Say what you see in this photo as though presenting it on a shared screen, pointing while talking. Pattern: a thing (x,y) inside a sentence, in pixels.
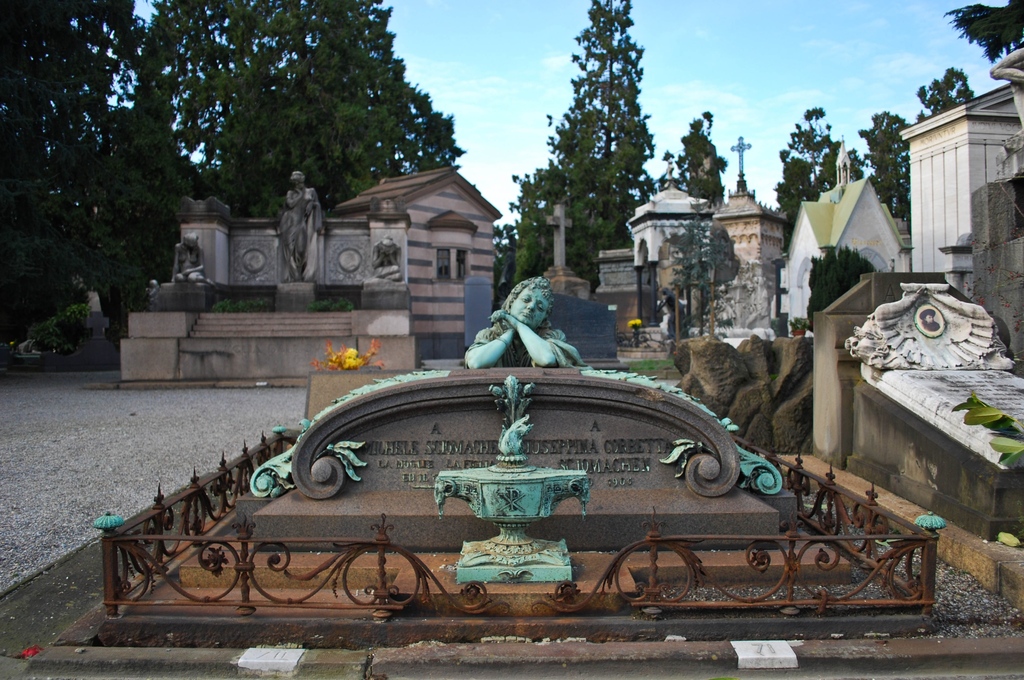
In this image we can see sculptures (495,387), fencing (842,493), houses (449,340), trees (77,157) and in the background (651,61) we can also see the sky (671,70).
